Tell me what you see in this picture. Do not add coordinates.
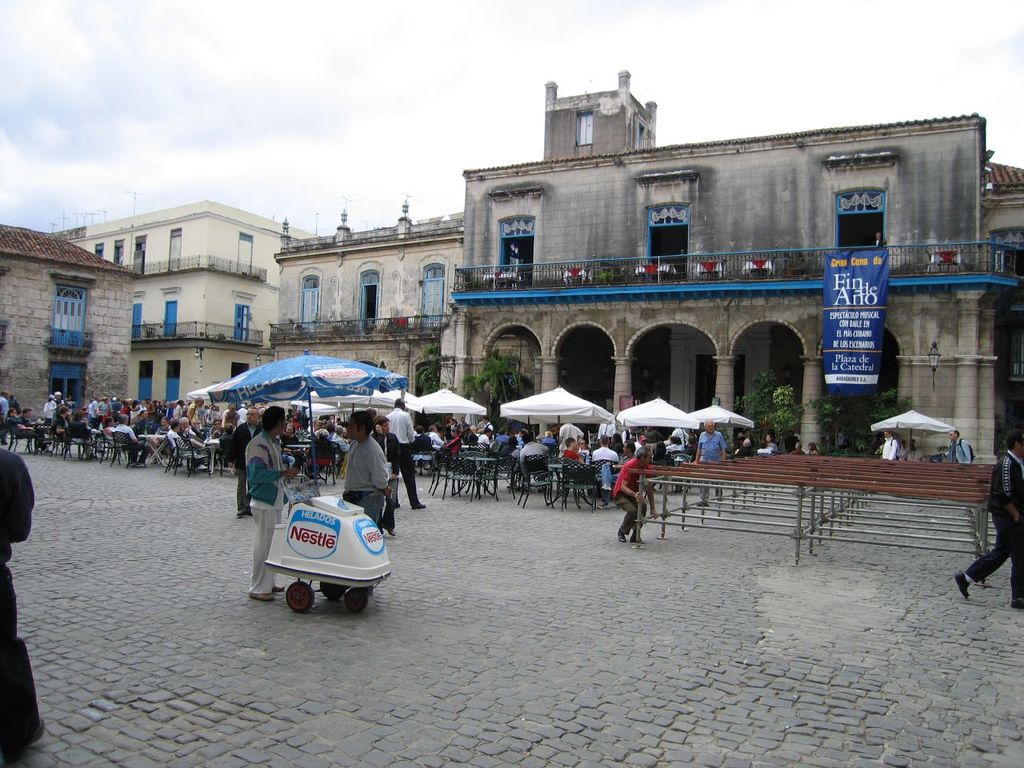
In this picture we can see a group of people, some people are sitting, some people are standing, here we can see umbrellas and in the background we can see buildings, sky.
